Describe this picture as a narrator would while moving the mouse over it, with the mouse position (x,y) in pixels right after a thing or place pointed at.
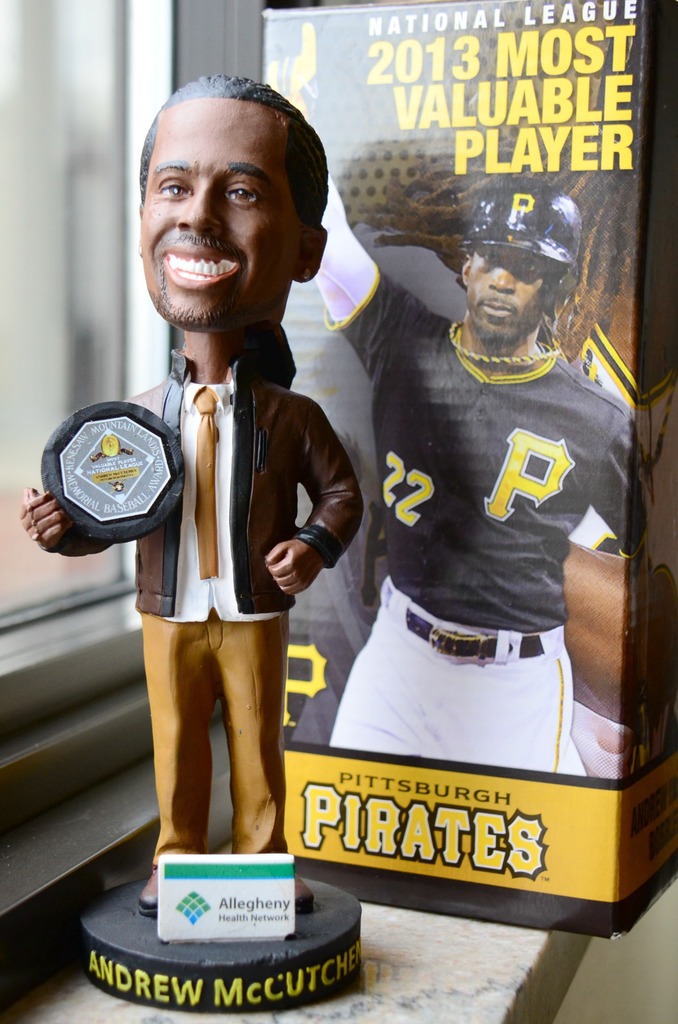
In this picture we can see a statue (177,694) of a man (183,694) holding an objects (49,470) and we can see board (224,926) and text (132,977) on the platform (185,954), behind this statue (288,210) we can see banner (403,14). We can see glass window (41,250).
